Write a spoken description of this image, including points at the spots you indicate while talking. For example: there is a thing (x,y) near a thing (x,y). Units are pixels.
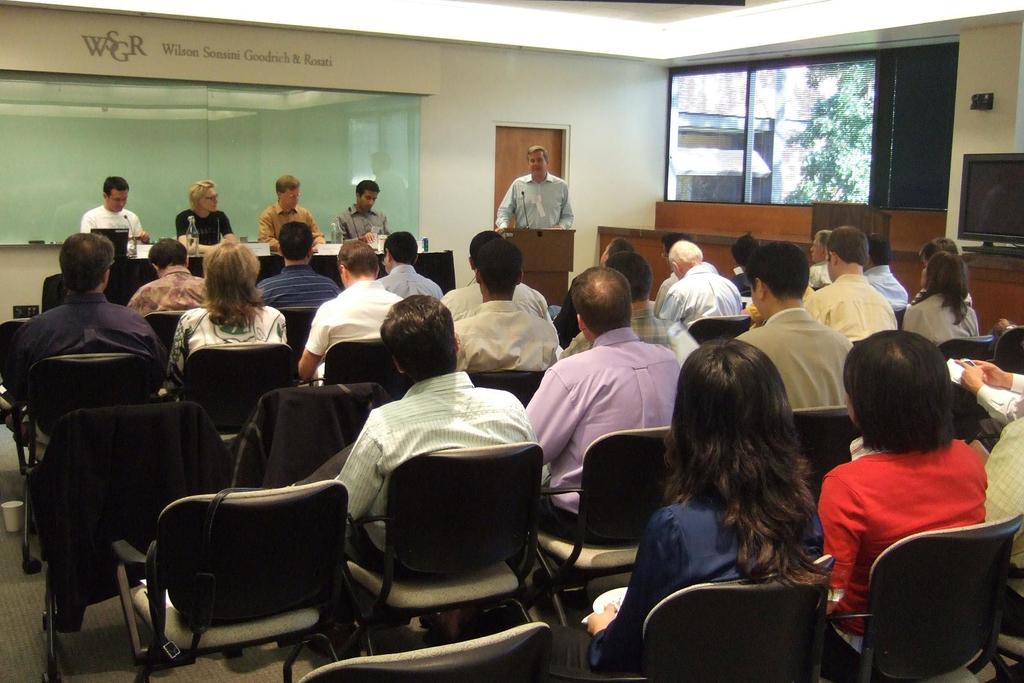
In the image we can see there are lot of people (774,396) who are sitting on chair (146,492) and there is a man (544,206) who is standing.
